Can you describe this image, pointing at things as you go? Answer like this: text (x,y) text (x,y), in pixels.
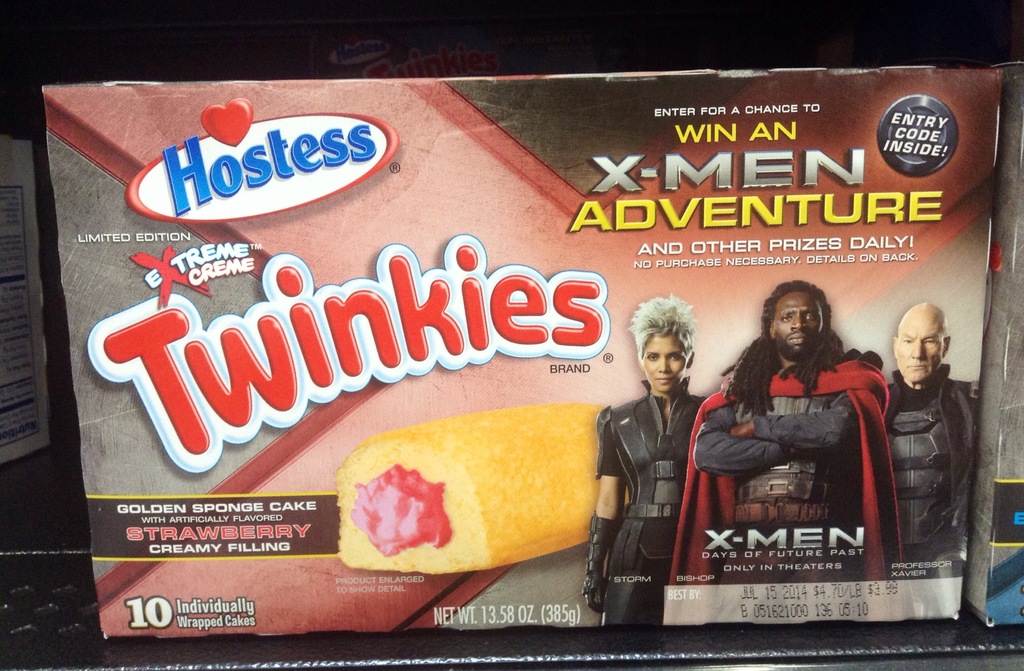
In this image I can see the boxes (546,574) in the rack (57,566). On the box (494,533) I can see the print (672,484) of three people (695,511) with dresses (759,505), food (590,505) and something is written on it.
